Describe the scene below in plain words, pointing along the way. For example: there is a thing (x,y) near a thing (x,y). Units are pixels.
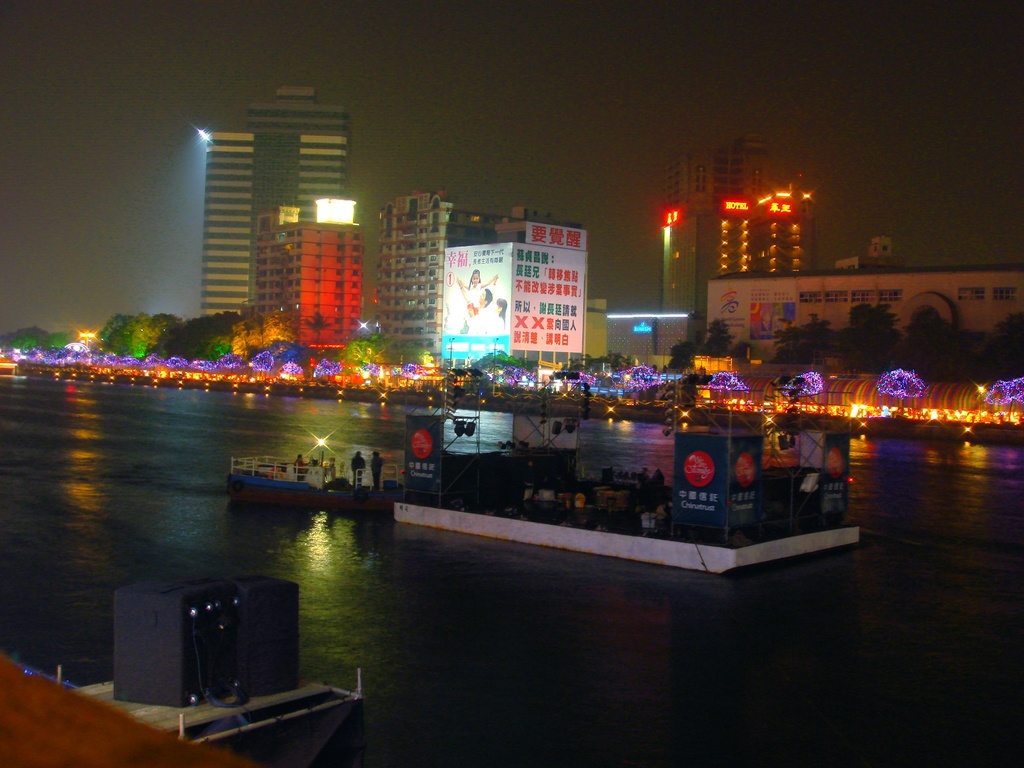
In this image, we can see a rectangle shape object (614,543) above the water (505,595). Beside that, we can see a boat (304,497) with railing (266,473). Here we can see few people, rods (443,477), banners (828,499) and few things (608,503). At the bottom of the image (326,727), we can see rods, some objects (246,671). Background (997,349) we can see buildings (696,338), trees (967,343), lights (635,367), digital screens (552,336) and some text (564,334).
